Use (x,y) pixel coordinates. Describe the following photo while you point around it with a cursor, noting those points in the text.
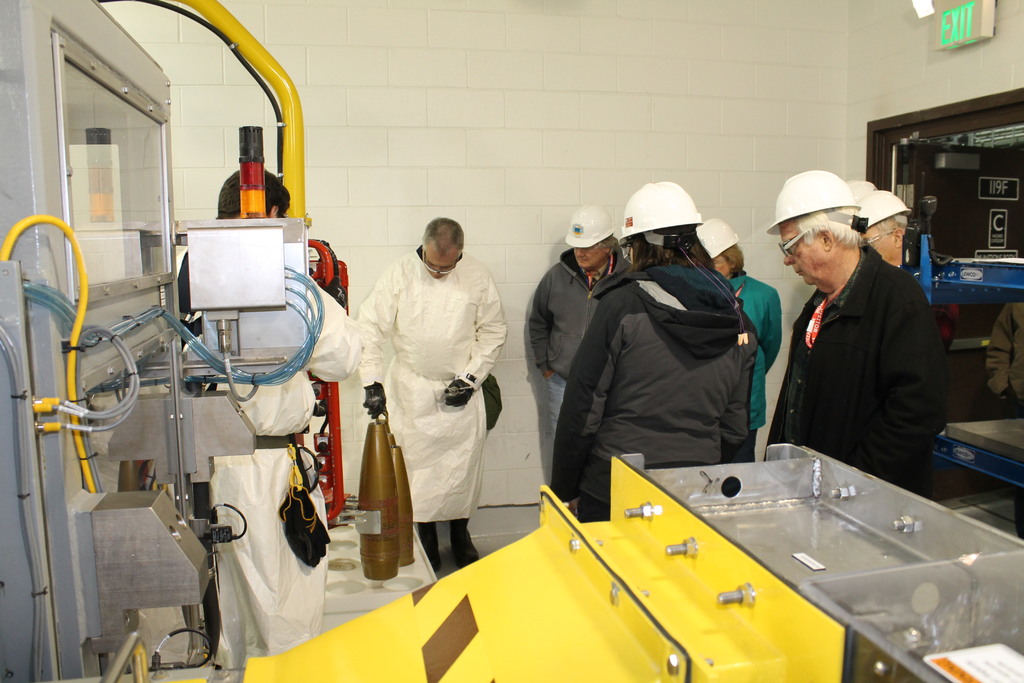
In this image, I can see a group of people (653,280) standing and there are machines (852,567). On the right side of the image (966,226), I can see a door (978,166) and an exit board (979,22). In the background (987,70) there is a wall (528,39).
